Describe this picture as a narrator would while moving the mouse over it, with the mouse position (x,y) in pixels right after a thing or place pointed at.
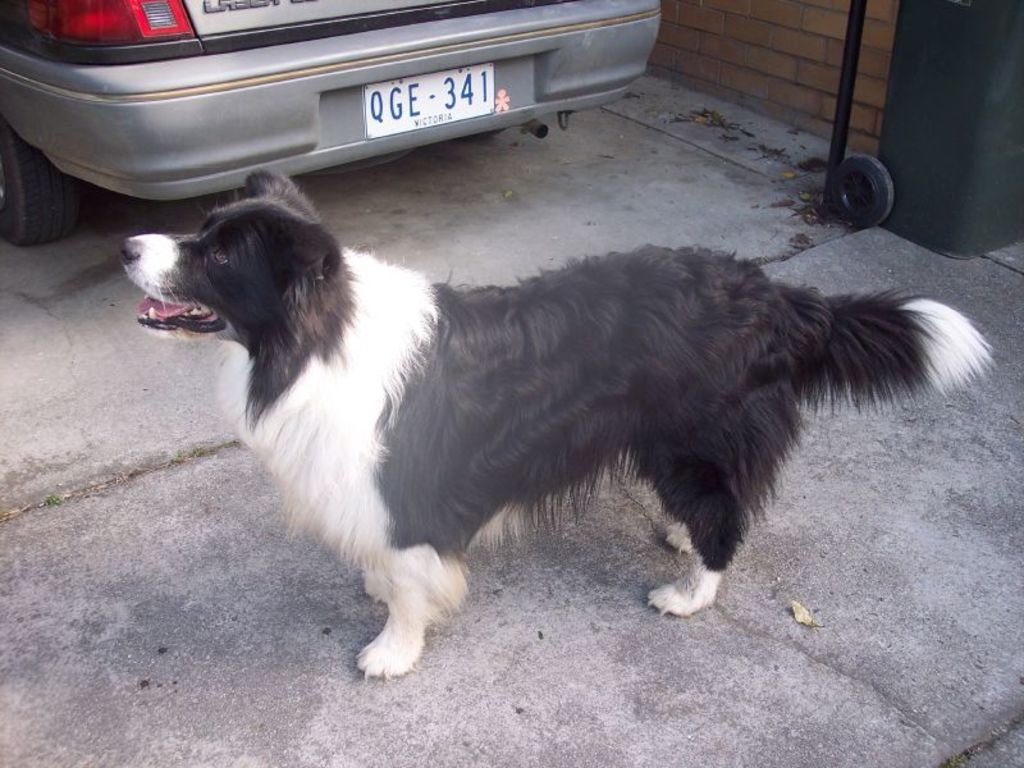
In this picture I can see a dog (707,387) in the middle (584,393), at the top (303,49) there is a vehicle (399,106), in the top right hand side (967,231) it looks like a bin (908,171) with the wheels (854,195).
